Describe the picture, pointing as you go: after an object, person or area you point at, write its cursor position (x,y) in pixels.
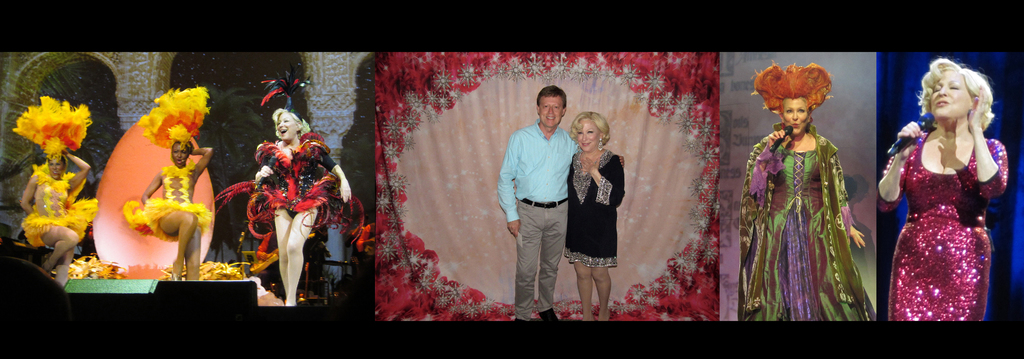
This is a collage image of different images. I can see two people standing in the center of the image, two women (794,123) singing and three women (54,179) dancing.
